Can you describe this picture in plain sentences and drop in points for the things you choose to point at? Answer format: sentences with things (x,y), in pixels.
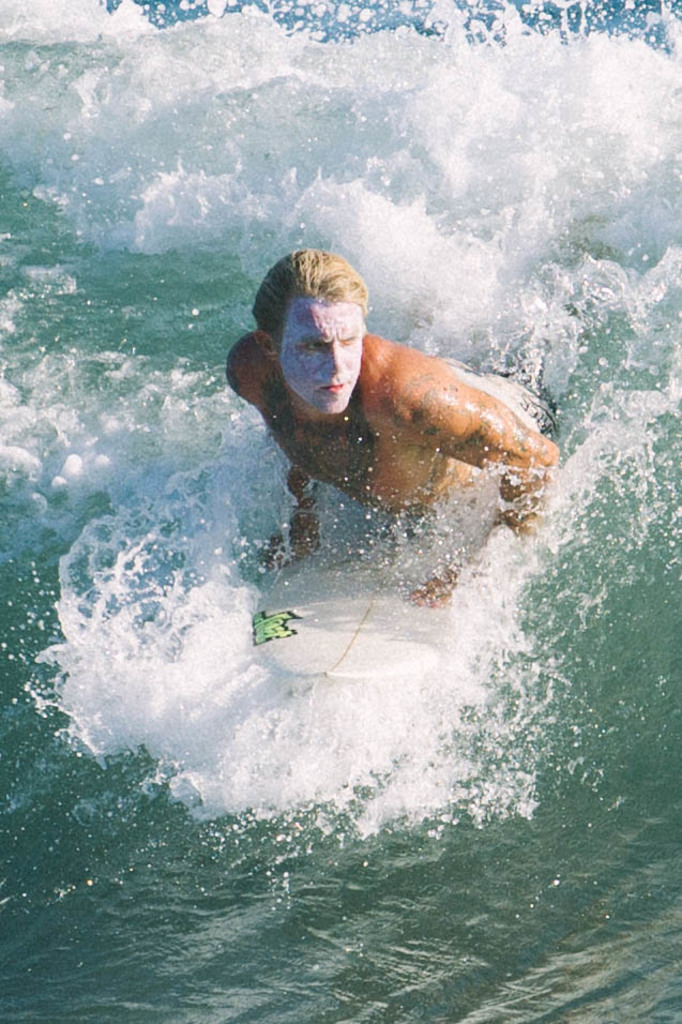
In this picture we can see a man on the surfing board (375,632) and this is water (566,916).
